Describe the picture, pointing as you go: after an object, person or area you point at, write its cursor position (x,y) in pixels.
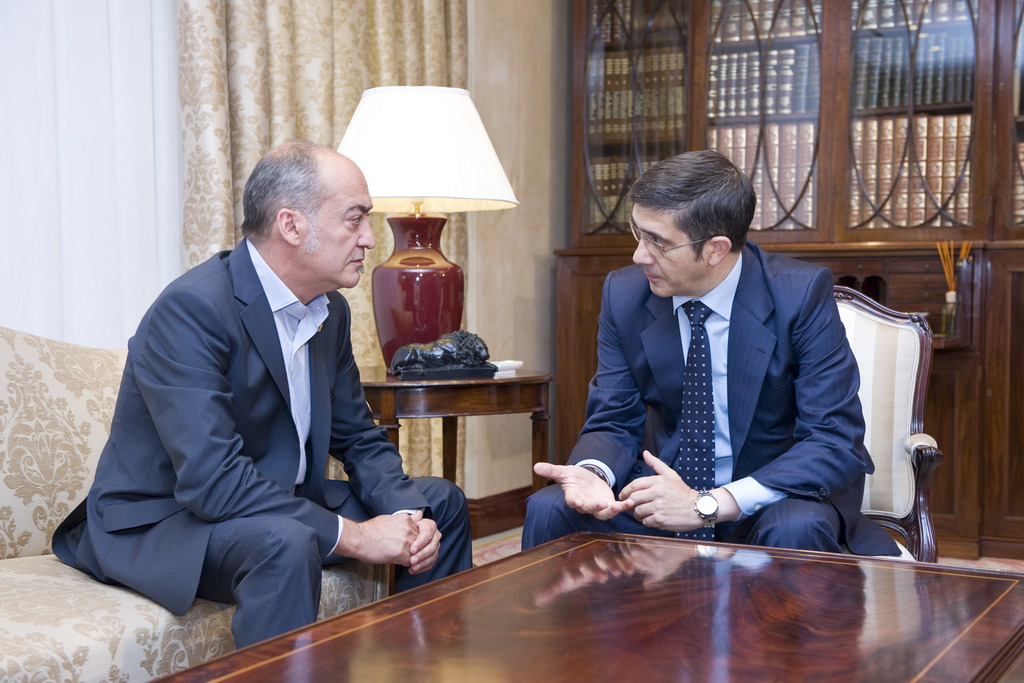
In this image, we can see two peoples (329,488) are sat on the chair (867,496) and couch (130,609). There is a table (552,646) at the bottom (699,639). In the center (469,398), there is a stool (450,398), few items (450,361) are placed on it. At the background (494,332), we can see cream color curtain (342,101), wall (559,218) and cupboard (838,153) few item (921,70) books (604,90) placed in.
